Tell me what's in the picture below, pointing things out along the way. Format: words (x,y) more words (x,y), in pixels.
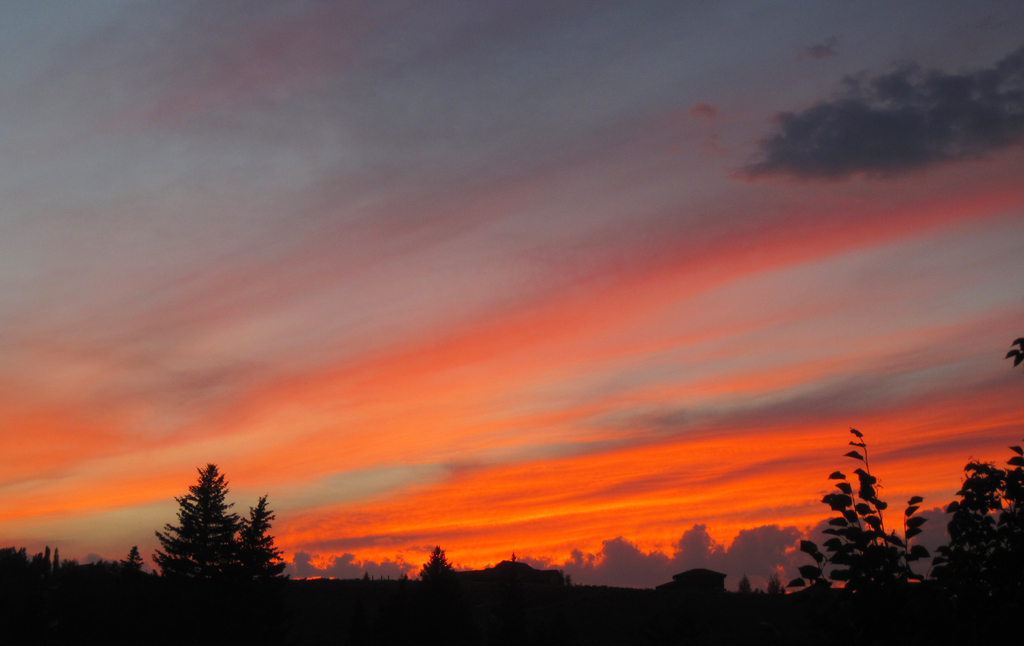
In this image, there is an outside view. There are plants (268,547) in the bottom left (227,582) and in the bottom right of the image (937,562). In the background of the image (895,369), there is a sky (198,361).
